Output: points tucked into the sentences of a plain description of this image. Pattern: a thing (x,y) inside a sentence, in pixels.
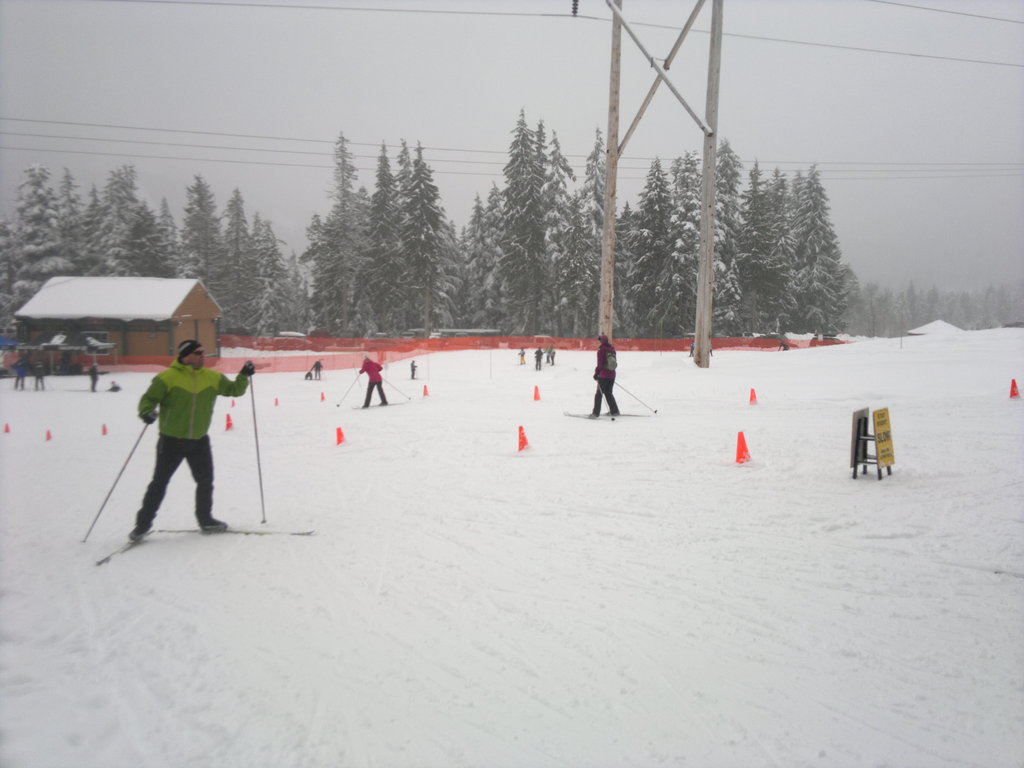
In this image we can see people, traffic cones (342,436), board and snow (633,553) on the land (597,584). In the background (100,296), we can see a house (111,305) and trees (753,319). At the top of the image (361,76), we can see the sky (516,91) and wires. We can see pole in the middle of the image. We can see people (207,506) are holding sticks (598,382) and wearing skis (191,530).
